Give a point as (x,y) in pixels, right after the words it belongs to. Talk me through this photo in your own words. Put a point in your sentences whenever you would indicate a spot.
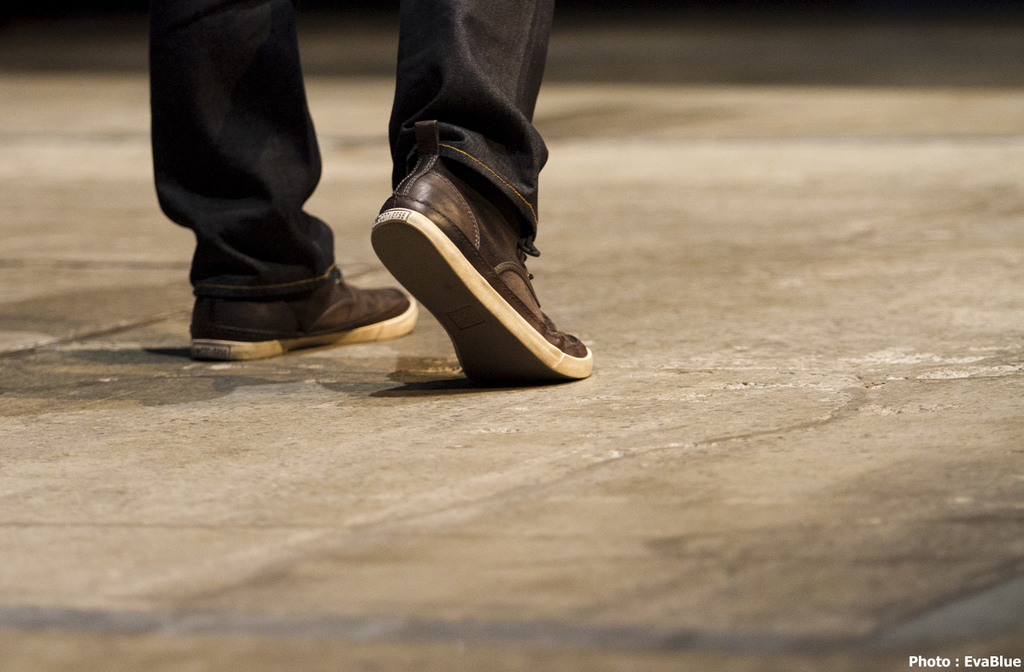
In this image we can see person's legs (197,27) with footwear (481,297) on the floor (687,204). At the bottom (978,664) on the right side (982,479) corner we can see a text (993,664) on the image.
